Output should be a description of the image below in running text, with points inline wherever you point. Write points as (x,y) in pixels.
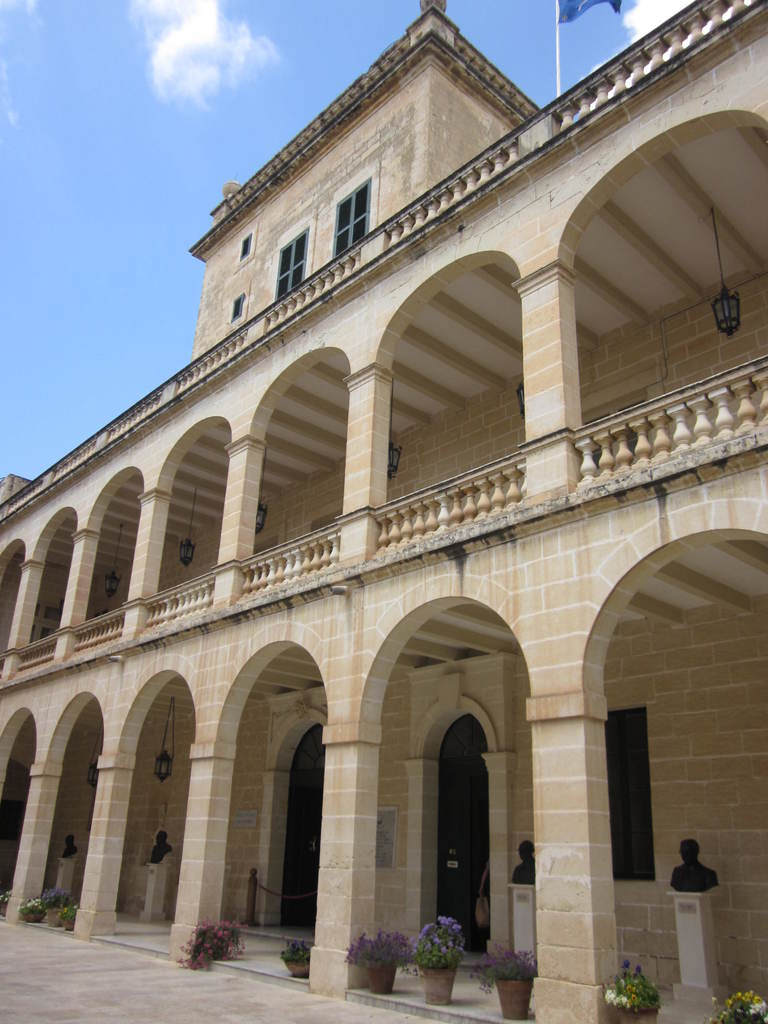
In this image we can see a building (351,736) with windows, pillars (375,467) and the street lamps (392,451). We can also see the statues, a pole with a chain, some plants (621,1001) in the pots (447,989), the flag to a pole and the sky (96,145) which looks cloudy.
